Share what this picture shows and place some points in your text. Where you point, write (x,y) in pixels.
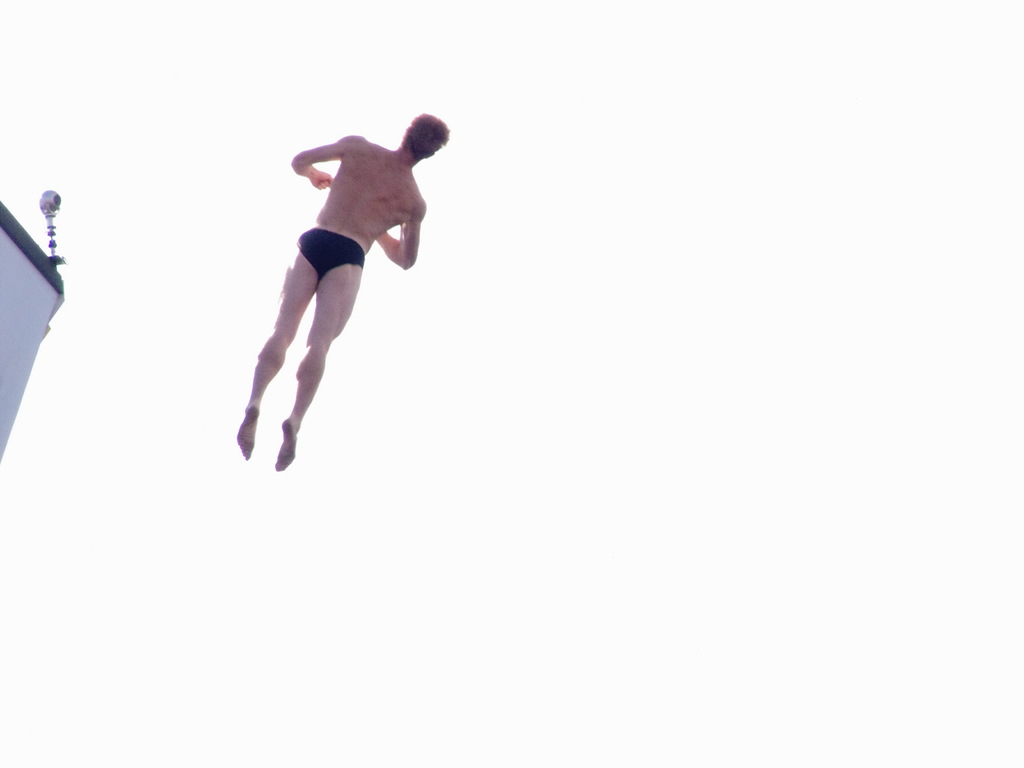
In this picture there is a man (434,123) who is wearing black underwear (327,240). He is jumping from the building (22,323). On the left (56,276) there is a pole (58,260) on the corner of the wall (39,285). In the back (551,472) there is a sky (534,539).
